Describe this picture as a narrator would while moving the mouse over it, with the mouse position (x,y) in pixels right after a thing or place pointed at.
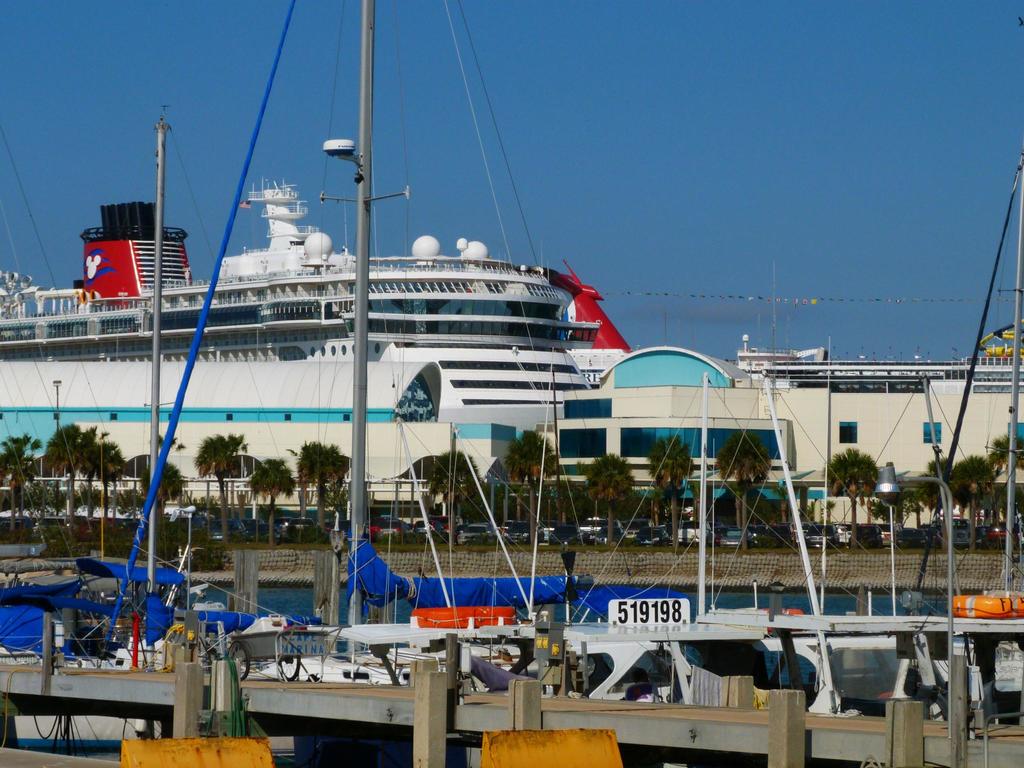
In this picture I can see in the middle (659,487) there are trees (677,498) and it looks like a building (836,448). In the background (571,344) there are ships (530,360), at the top (716,158) there is the sky (718,156).
